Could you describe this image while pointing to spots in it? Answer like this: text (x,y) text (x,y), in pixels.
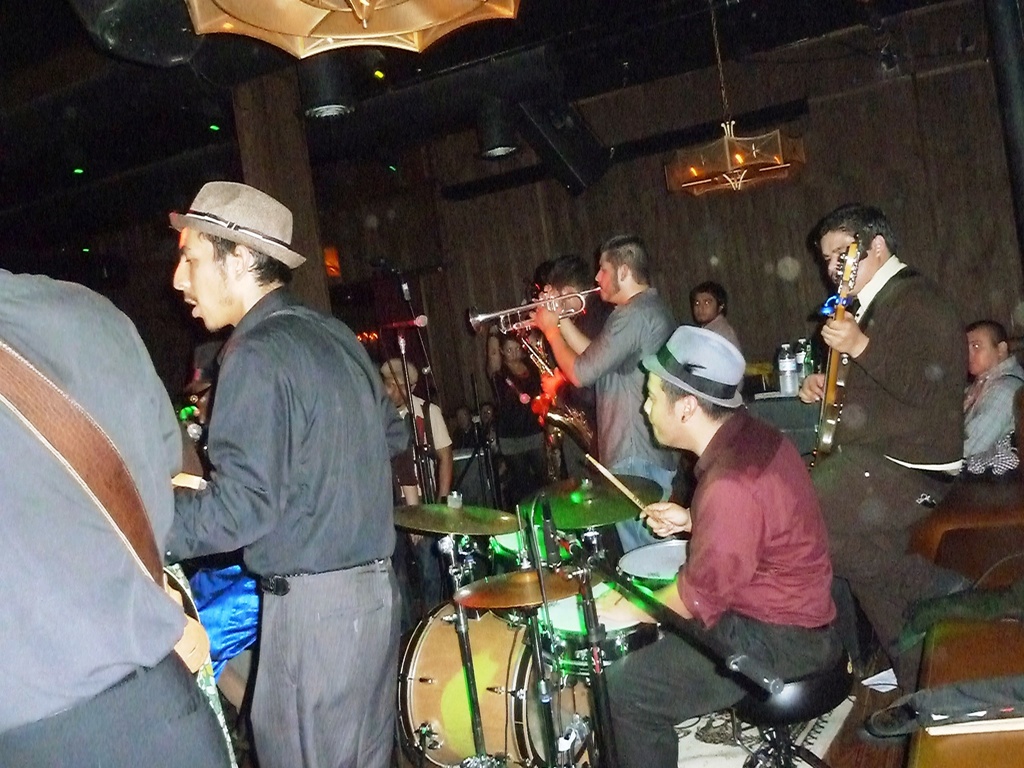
There are few people (278,354) here performing by playing musical instruments (536,557).
